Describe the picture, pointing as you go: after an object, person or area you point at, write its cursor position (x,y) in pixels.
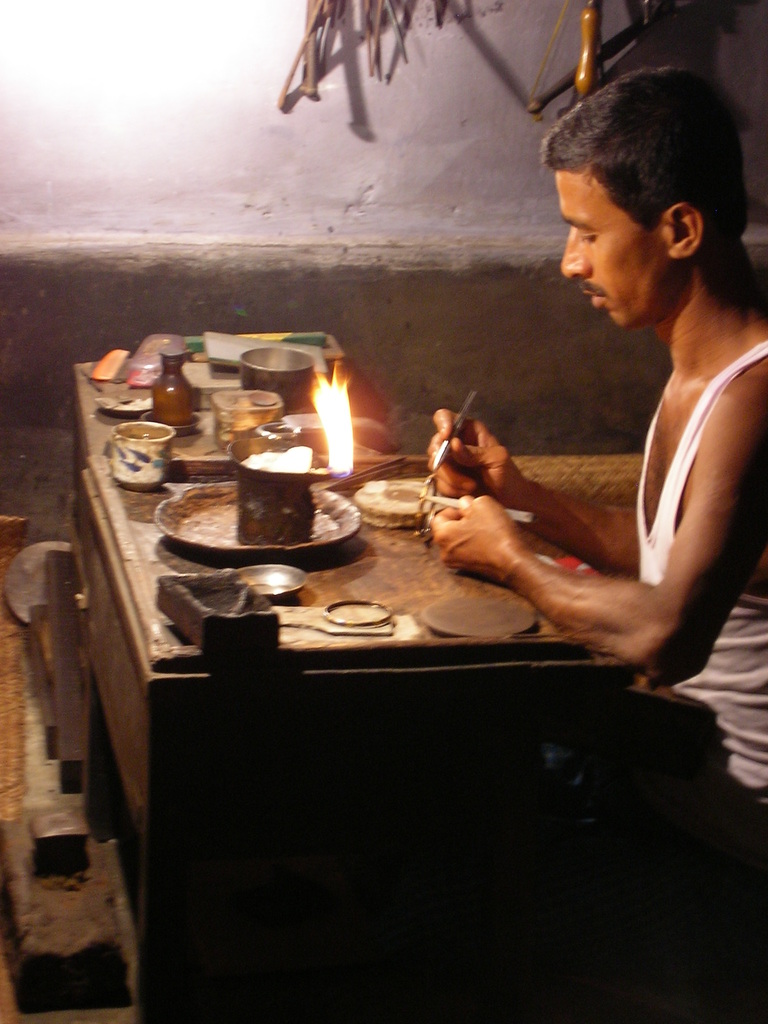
In this image we can a person (671,395) sitting at the right most of the image (676,447) and working. There are few objects (288,466) placed on the table (392,583).
